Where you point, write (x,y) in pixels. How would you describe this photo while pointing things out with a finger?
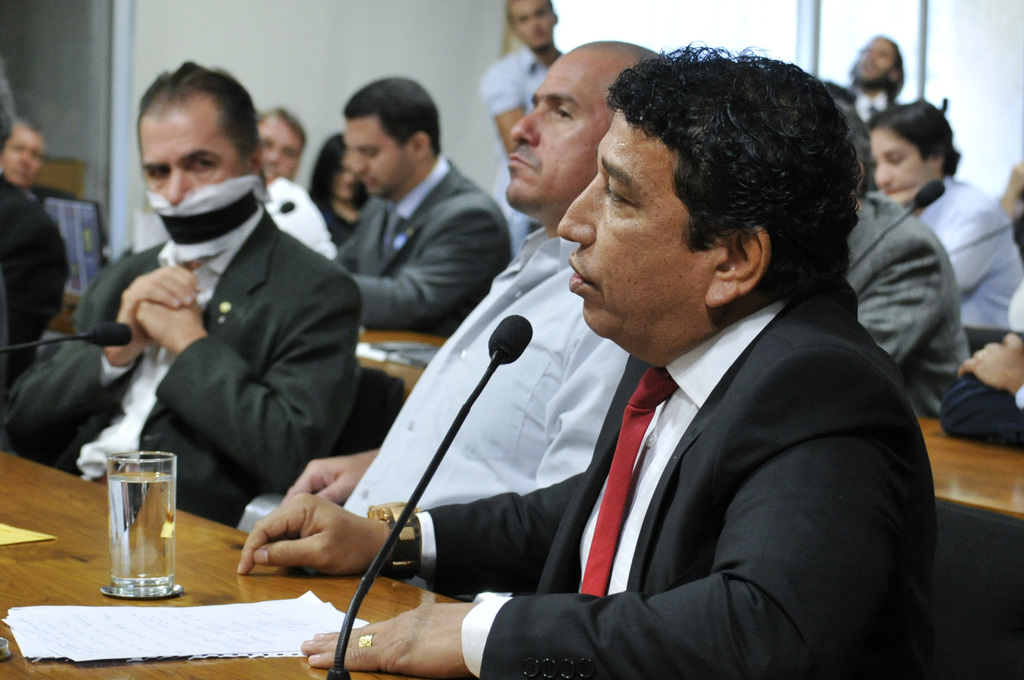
This picture shows few people (679,203) seated and we see a man (318,666) speaking with the help of a microphone (509,351) and we see papers (146,624) and water glass (169,488) on the table (221,547) and we see a man (135,256) covered with a cloth (224,188) to his mouth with a tape (198,228) and we see couple of them (533,64) standing.
